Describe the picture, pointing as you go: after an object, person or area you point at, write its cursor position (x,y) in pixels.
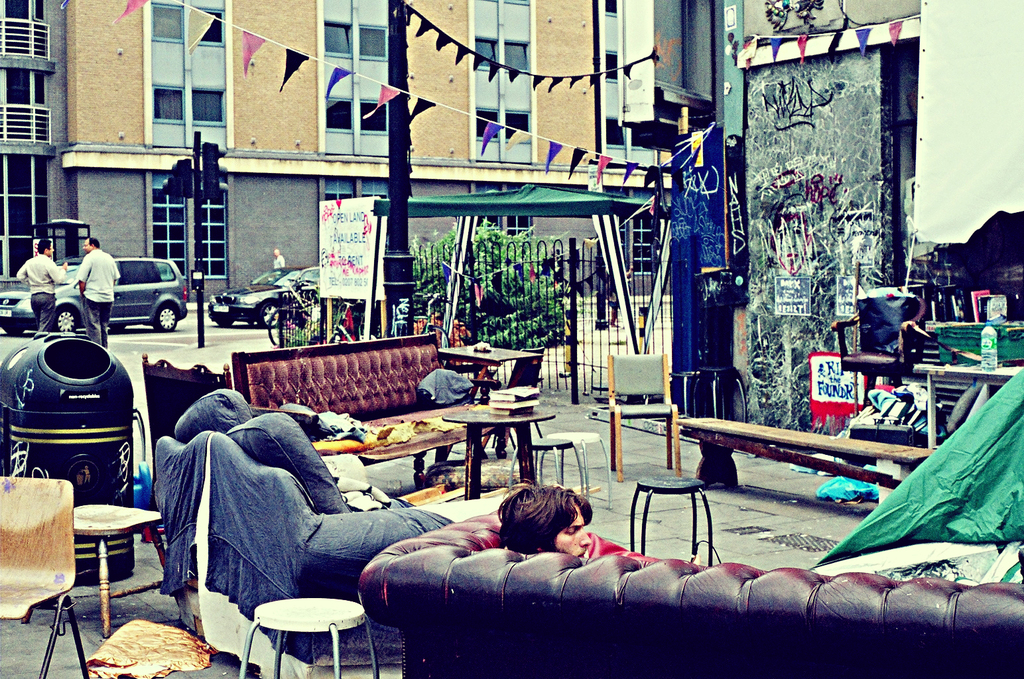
In this image I can see few sofas (610,589) and a person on a sofa (682,609). On this table (523,473) I can see few books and in the background (51,307) I can see few people (116,269) and few vehicles (164,293). I can also see a building (280,102) and a plant (521,331).
